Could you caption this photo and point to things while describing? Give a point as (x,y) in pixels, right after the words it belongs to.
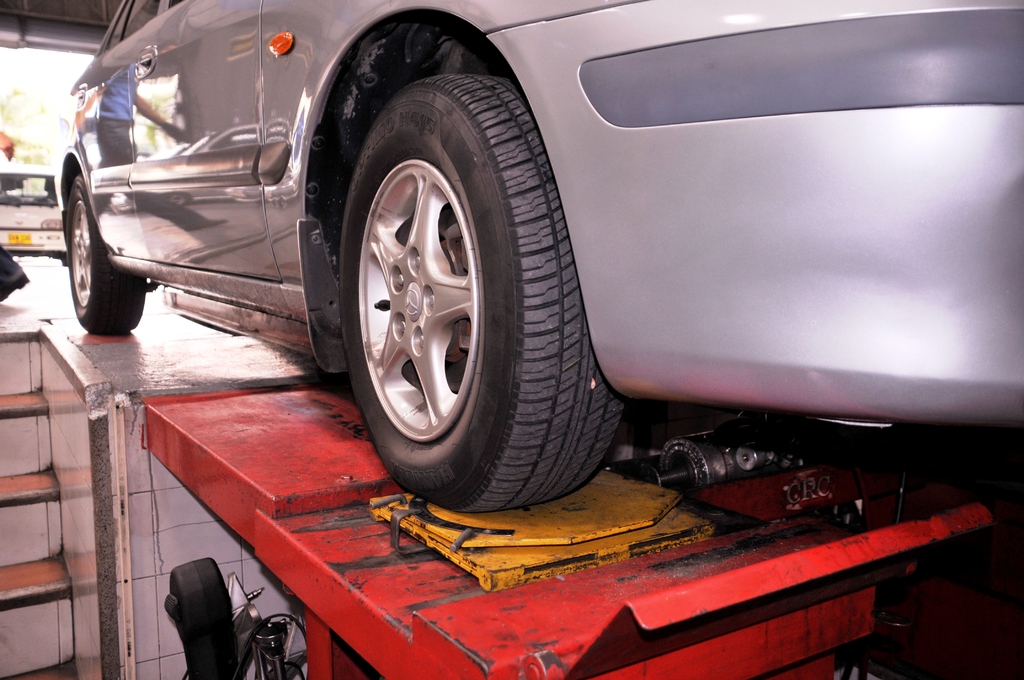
In this picture there is a car (334,186) which is parked on this lifting machine (624,470). At the bottom (233,644) I can see some equipment (257,642). In the bottom left corner (13,624) there are stairs (14,568). In the background (30,141) I can see car (16,197), trees (35,135) and other objects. In the top left corner (24,47) there is a shed (51,18).
